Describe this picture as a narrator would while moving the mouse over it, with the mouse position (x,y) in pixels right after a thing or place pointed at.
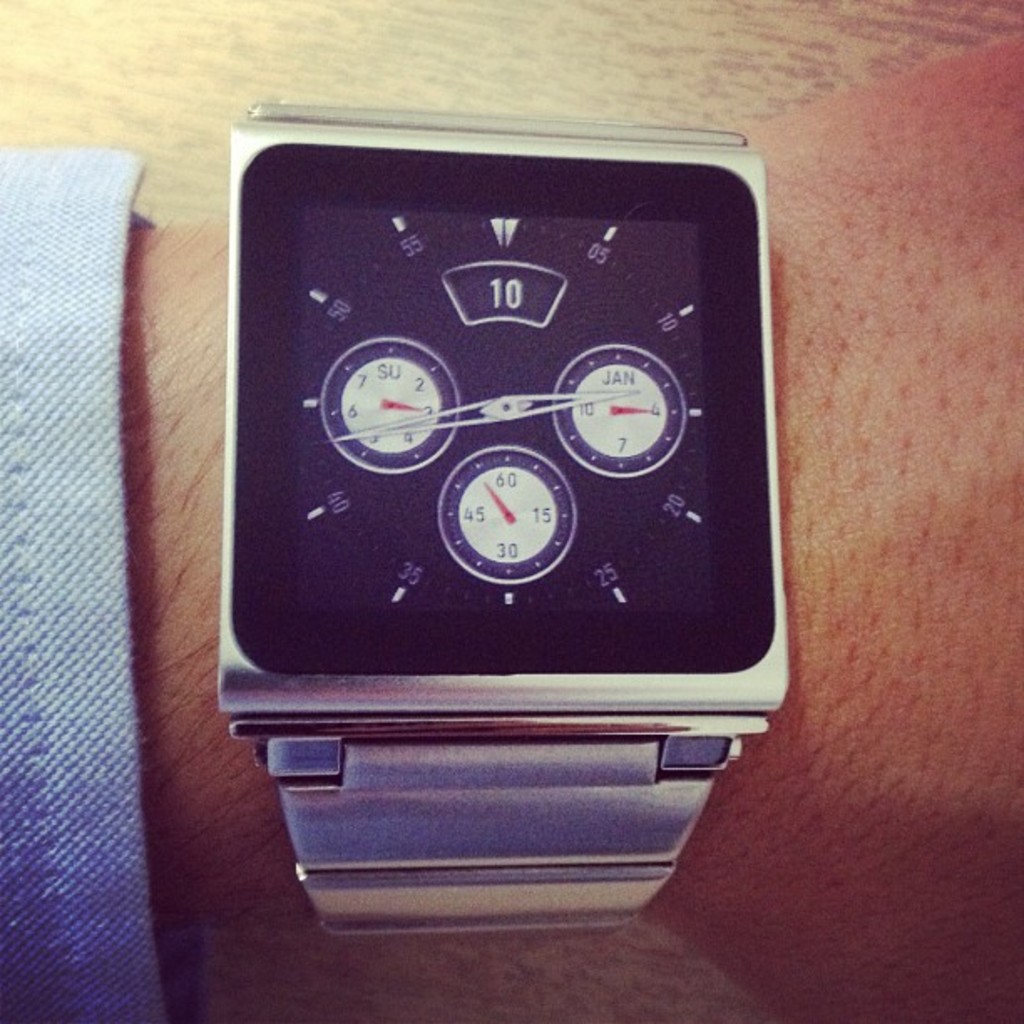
In this picture we can see a silver wrist watch (231,345) with a black dial (705,223) on the wrist (164,251) of a person (98,259). Here we can see 3 circles (491,466), hands (409,422) and numbers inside it.
